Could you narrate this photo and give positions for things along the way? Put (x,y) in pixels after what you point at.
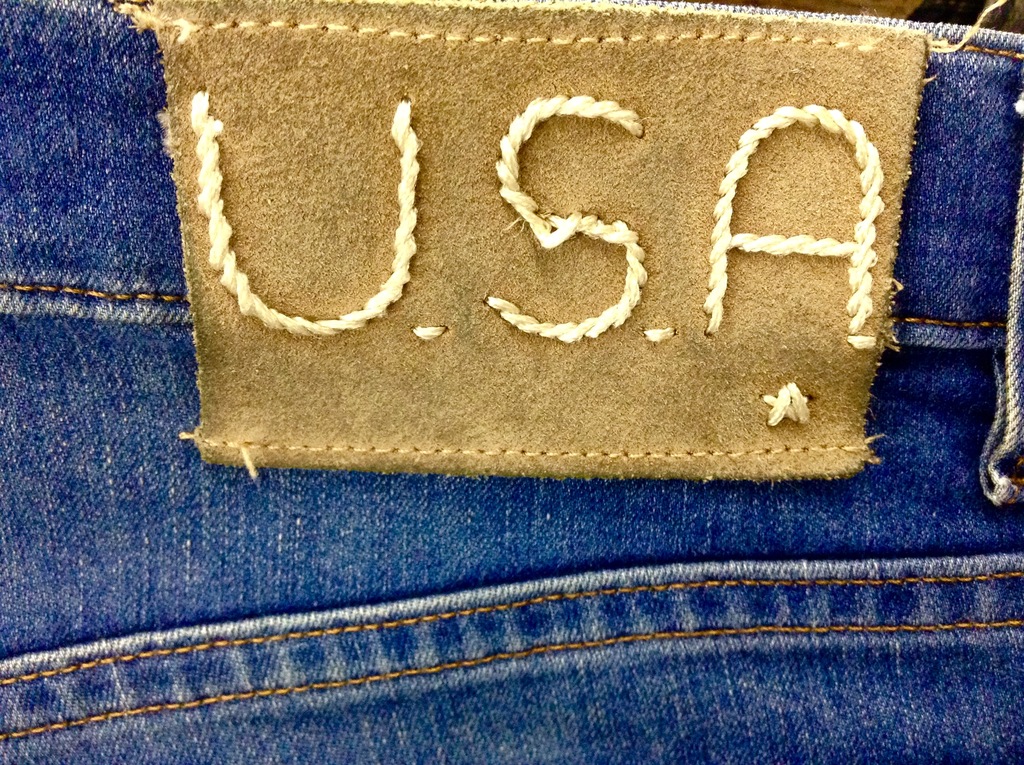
There is a blue color jeans (451,614). On the jeans (289,503) there is a label (474,201) with something written on it.
